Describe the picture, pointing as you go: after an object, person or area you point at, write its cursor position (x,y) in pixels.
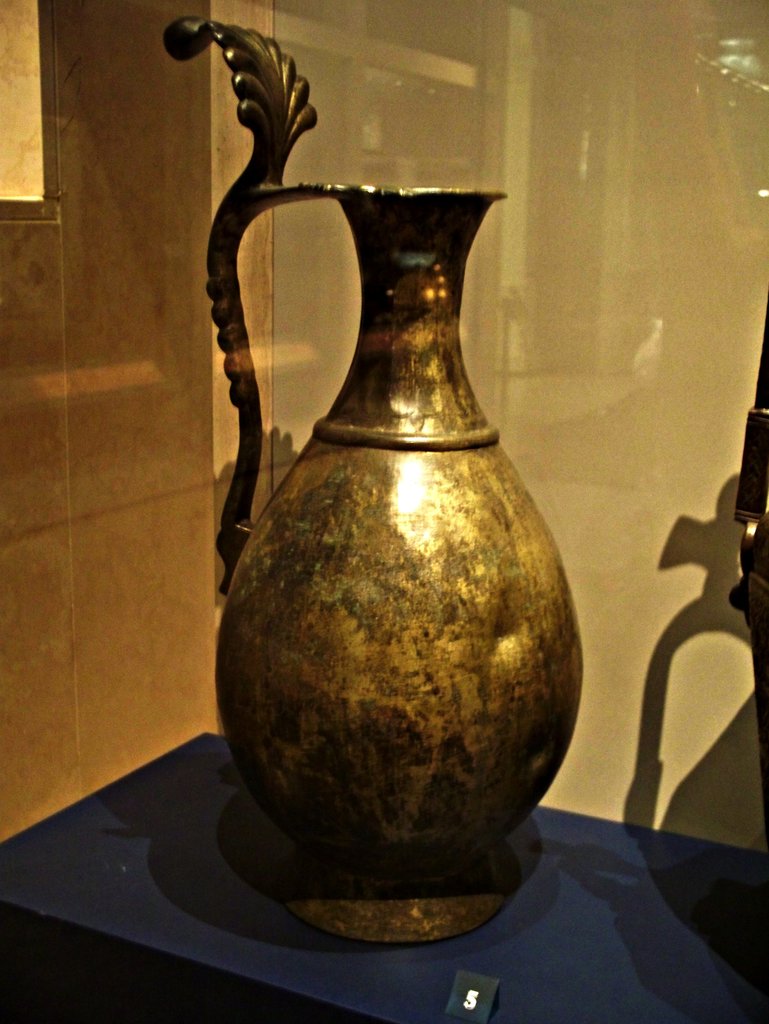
Here in this picture we can see a metal vase (309,468) present on the table (560,940) over there.
